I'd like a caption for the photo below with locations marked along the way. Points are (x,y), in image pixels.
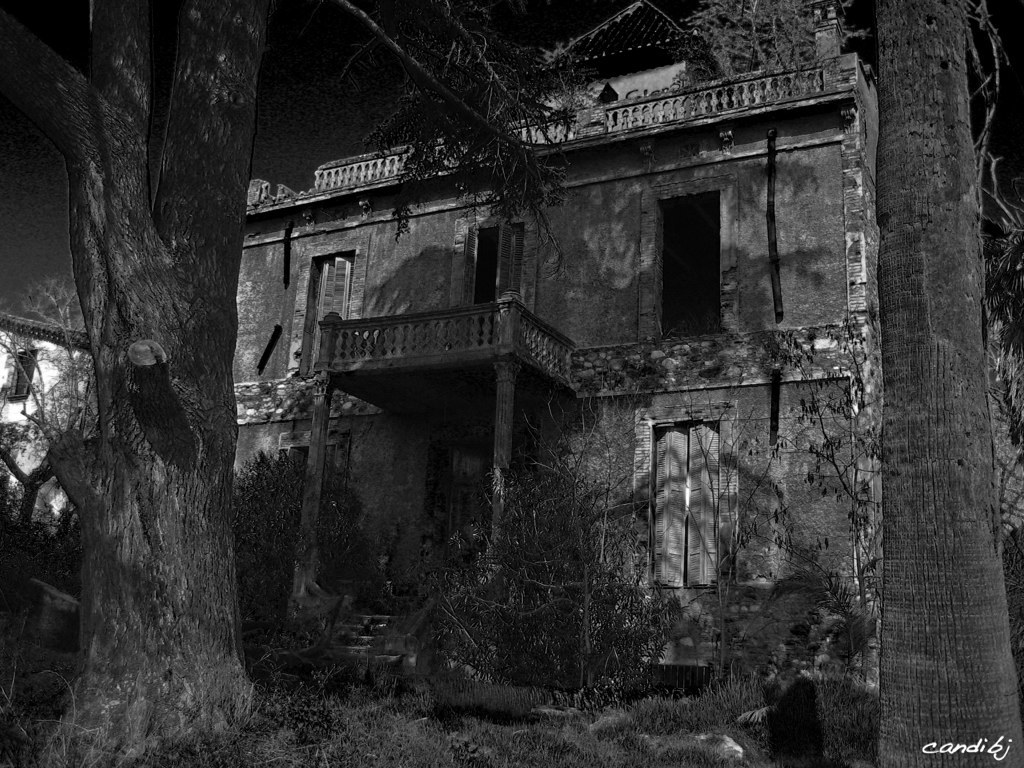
In this image I can see a building (550,226), at left (190,262) I can see few trees (471,116) and the image is in black in color.
